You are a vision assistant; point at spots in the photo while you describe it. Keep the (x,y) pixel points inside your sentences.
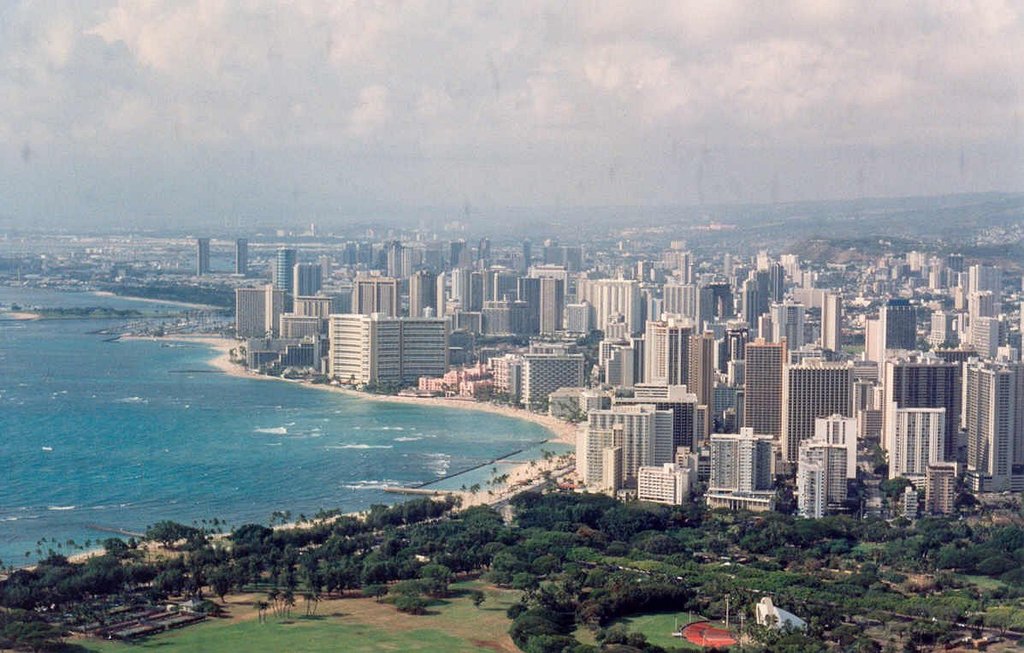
In this picture we can see many buildings (620,241) on the right side (853,426). There is water (122,430) on the left side (87,466). We can see many trees (390,563) from left to right. Some grass (395,634) is visible on the ground (404,645). We can see a white object (773,615) and few poles (740,622). Sky (958,190) is cloudy.
